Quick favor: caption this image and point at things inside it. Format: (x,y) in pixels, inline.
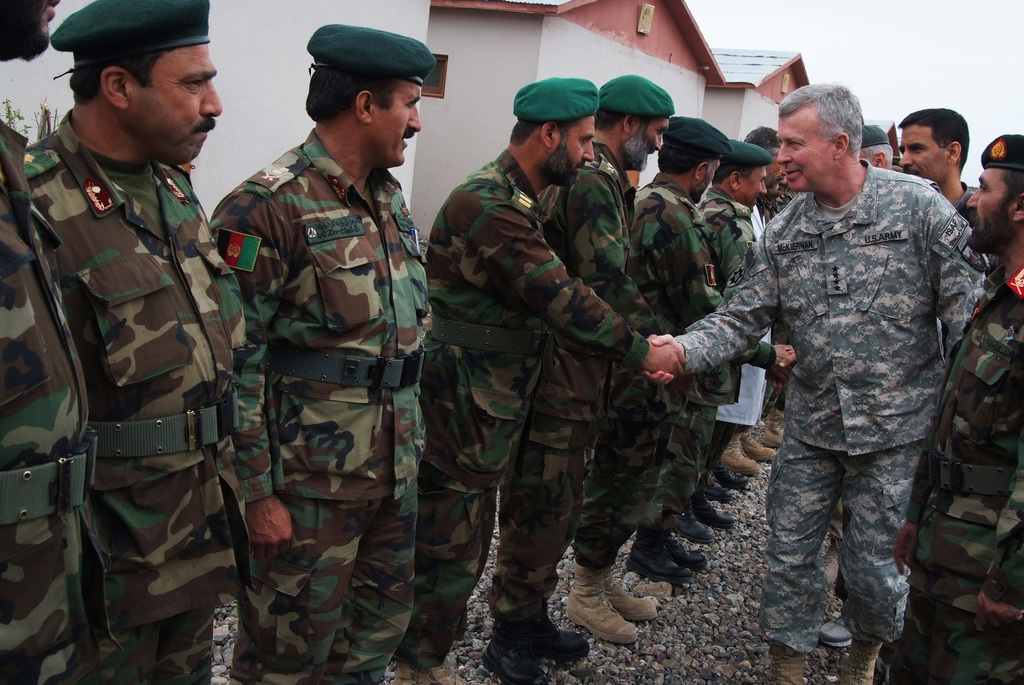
In this picture we can see a group of people (383,288) are standing and wearing a uniform (385,362) and some of them are wearing caps (120,8). In the background of the image (748,94) we can see the houses (723,78), roof (720,67). In the top right corner (929,59) we can see the sky (884,94). At the bottom of the image (676,669) we can see the stones (697,621).
